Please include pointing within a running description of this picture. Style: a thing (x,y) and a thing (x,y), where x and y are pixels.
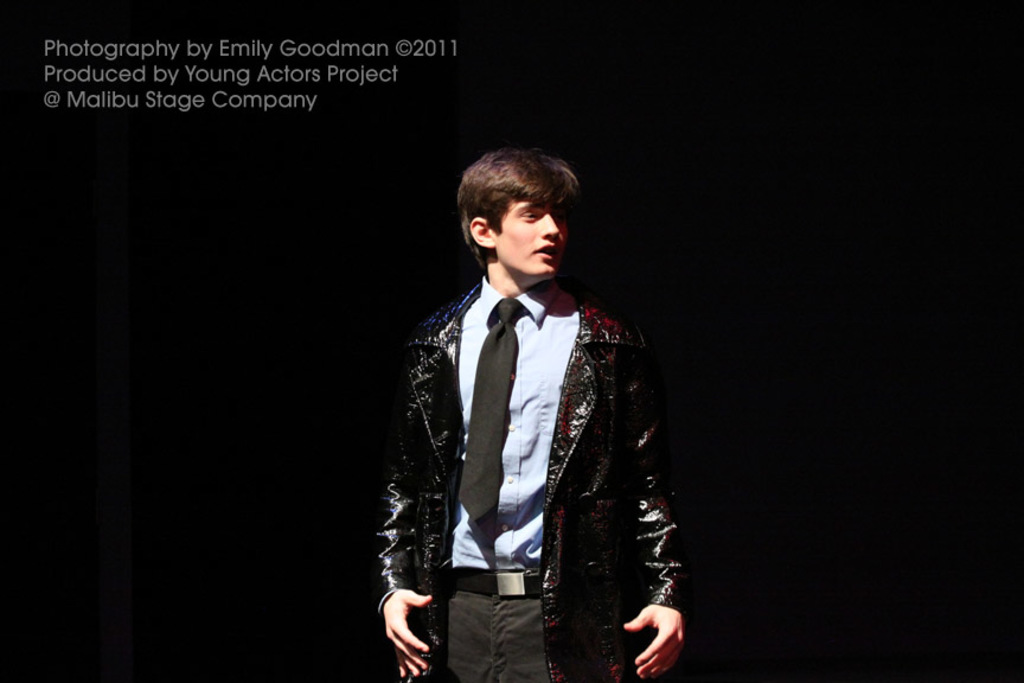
In the center of this picture (550,296) we can see a person (516,380) wearing blue color shirt (549,364), tie (500,388), jacket (451,456) and seems to be standing. The background of the image (545,62) is very dark. In the top left corner (266,73) we can see the text (266,76) and numbers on the image.
